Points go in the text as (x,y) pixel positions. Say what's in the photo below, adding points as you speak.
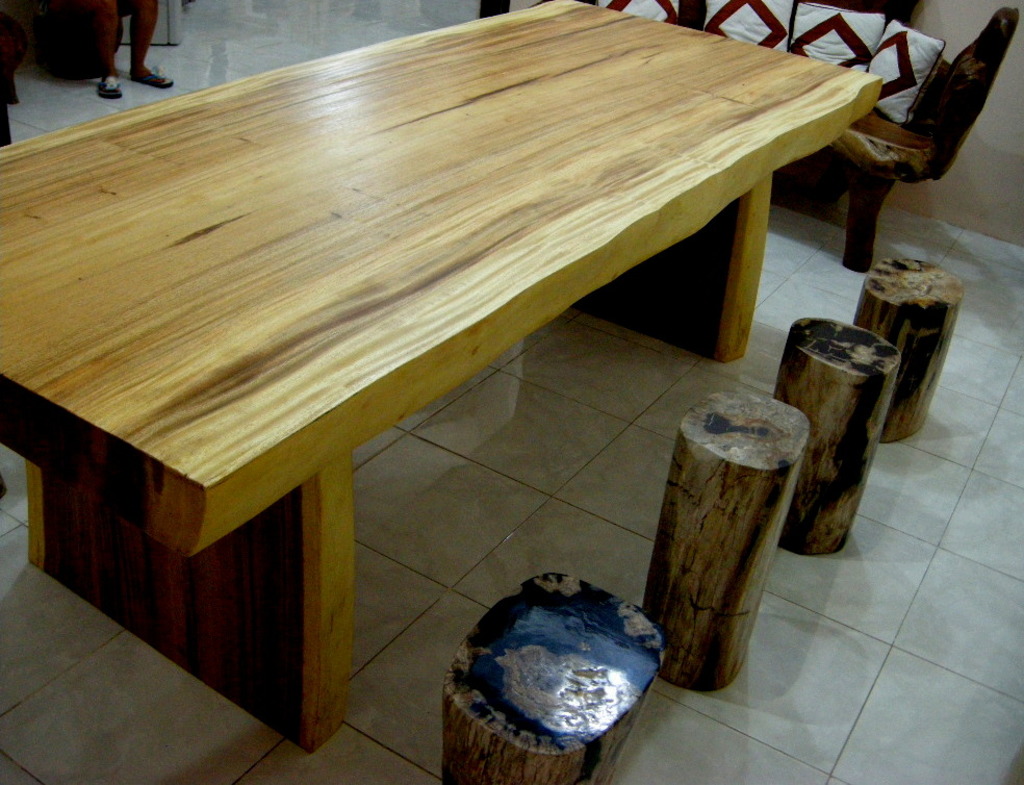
In this image we can see a table (289,300) and wood logs (933,292) placed on the floor (870,478). On the right side of the image (963,104) we can see a bench (923,106) with some pillows (742,23). At the top of the image (106,68) we can see the legs (118,46) of a person (101,21).
